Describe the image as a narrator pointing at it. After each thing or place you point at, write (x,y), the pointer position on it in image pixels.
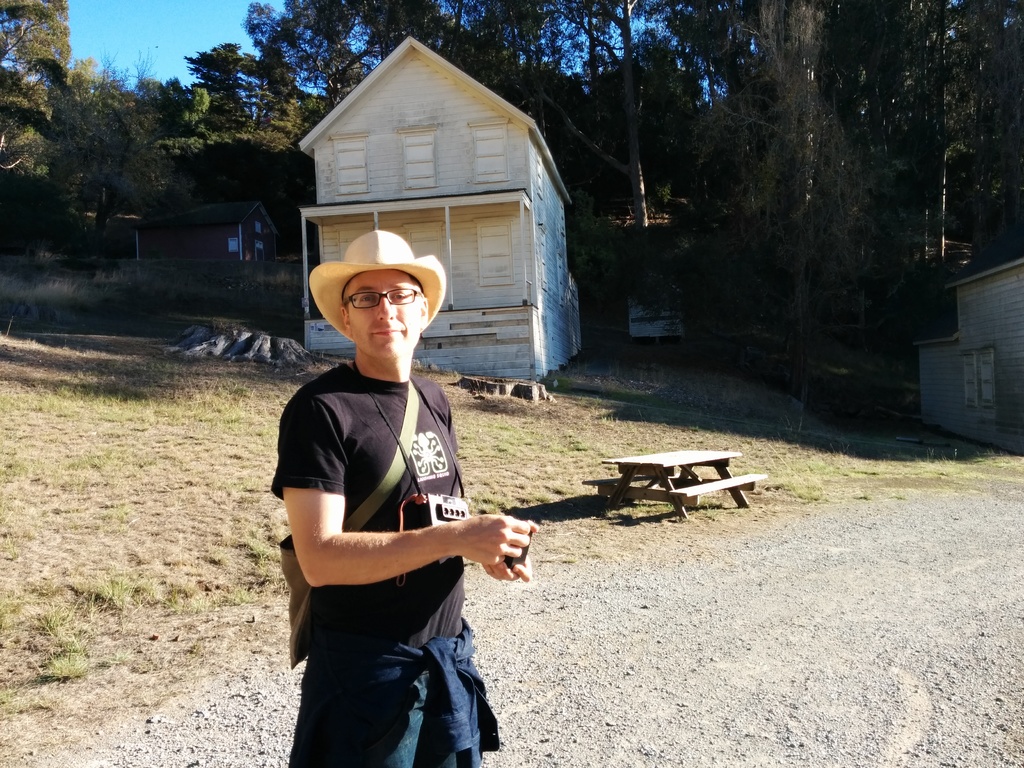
This picture is of outside. In the foreground (402,425) we can see a man (361,418) wearing black color t-shirt (365,424) and standing, behind him we can see a house (477,181), a bench (684,460). In the background (383,29) there is a sky (143,28), some trees (264,121), house (226,217) and we can see the ground (106,492) with grass (67,625).
